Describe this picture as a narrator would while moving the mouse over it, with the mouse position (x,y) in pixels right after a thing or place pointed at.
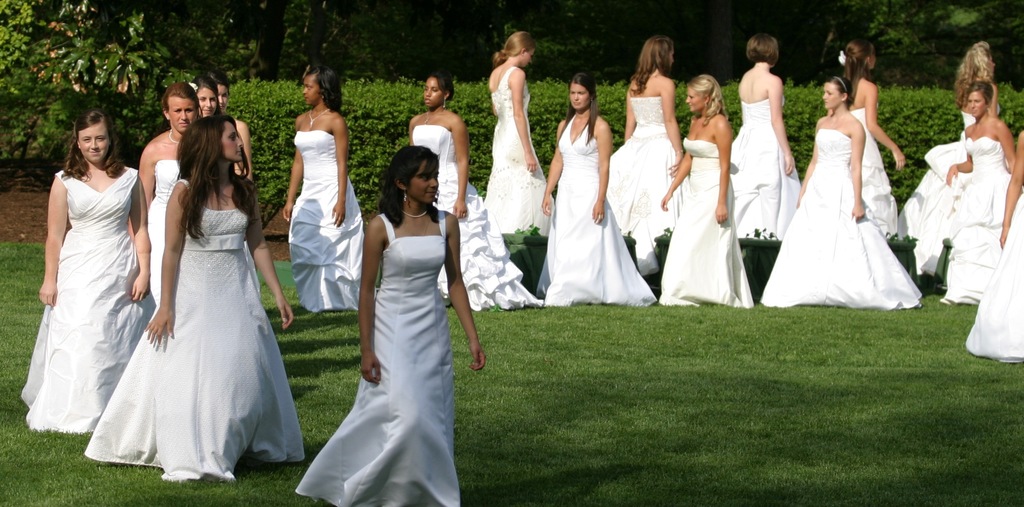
In this image there are girls (690,175) wearing white dress (317,189) and standing in a garden (940,465), in the background (136,44) there are trees (913,27).
